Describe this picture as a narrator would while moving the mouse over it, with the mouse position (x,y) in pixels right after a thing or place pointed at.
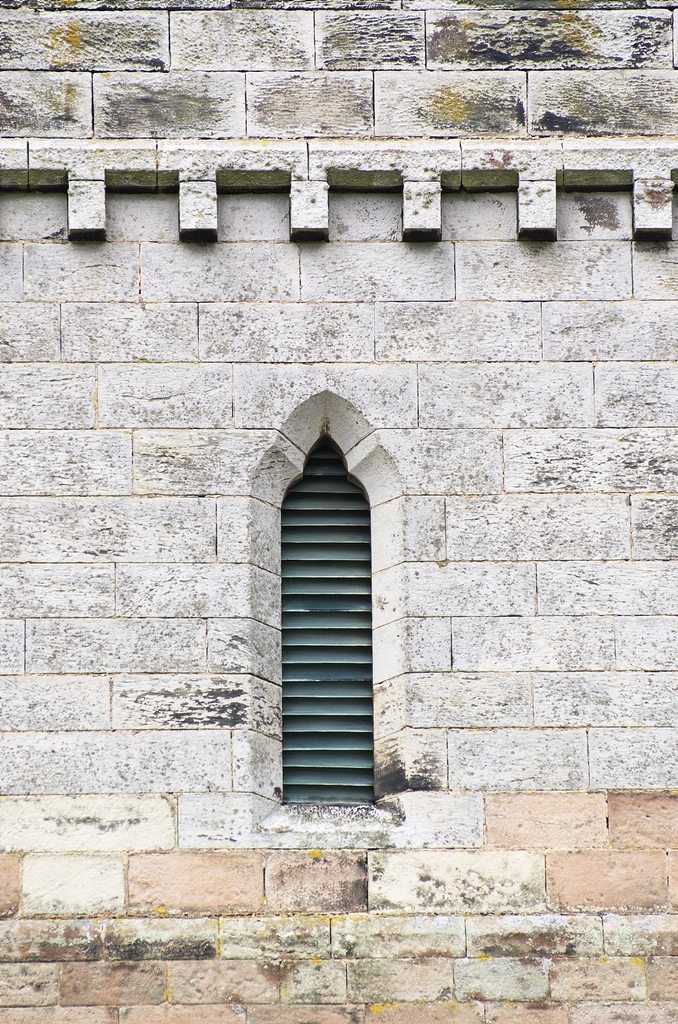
In the image we can see there is a wall (345,964) of the building (355,592) and there is a window (314,657) on the wall (280,918). The wall (371,1012) of the building (123,442) is made up of stone bricks (102,544).
